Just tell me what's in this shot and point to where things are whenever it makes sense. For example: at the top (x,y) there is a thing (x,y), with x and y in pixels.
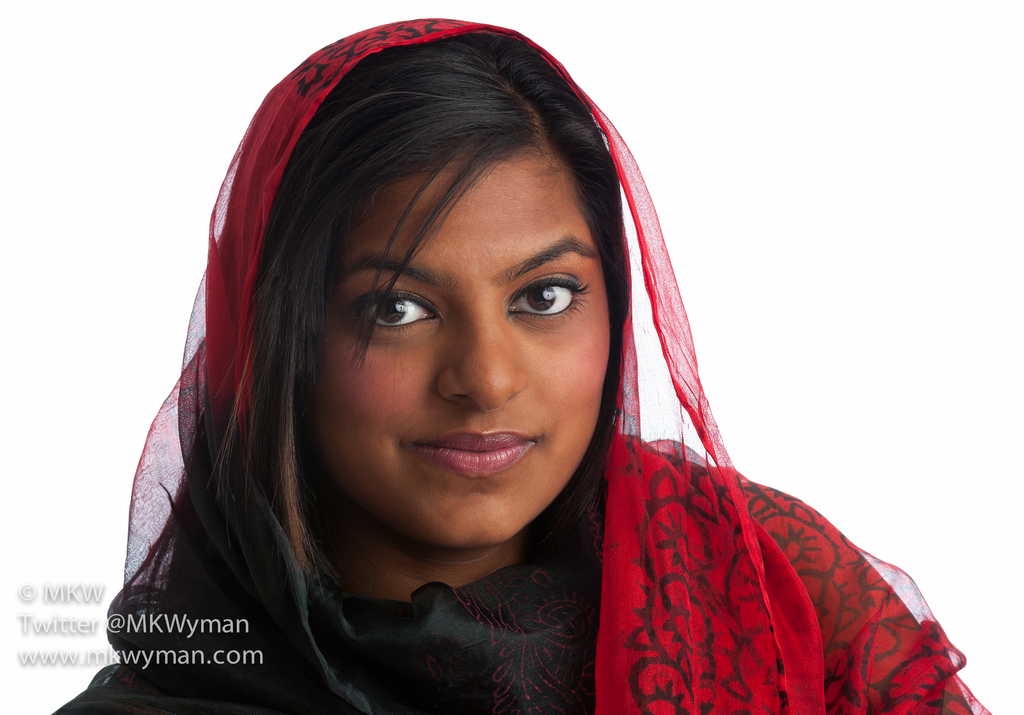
In this picture I can see a woman (548,336) in front (426,397) and I see that she is wearing black and red color dress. I can see the watermark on the left bottom corner of this image (67,588) and I see that it is white color in the background (884,258).
